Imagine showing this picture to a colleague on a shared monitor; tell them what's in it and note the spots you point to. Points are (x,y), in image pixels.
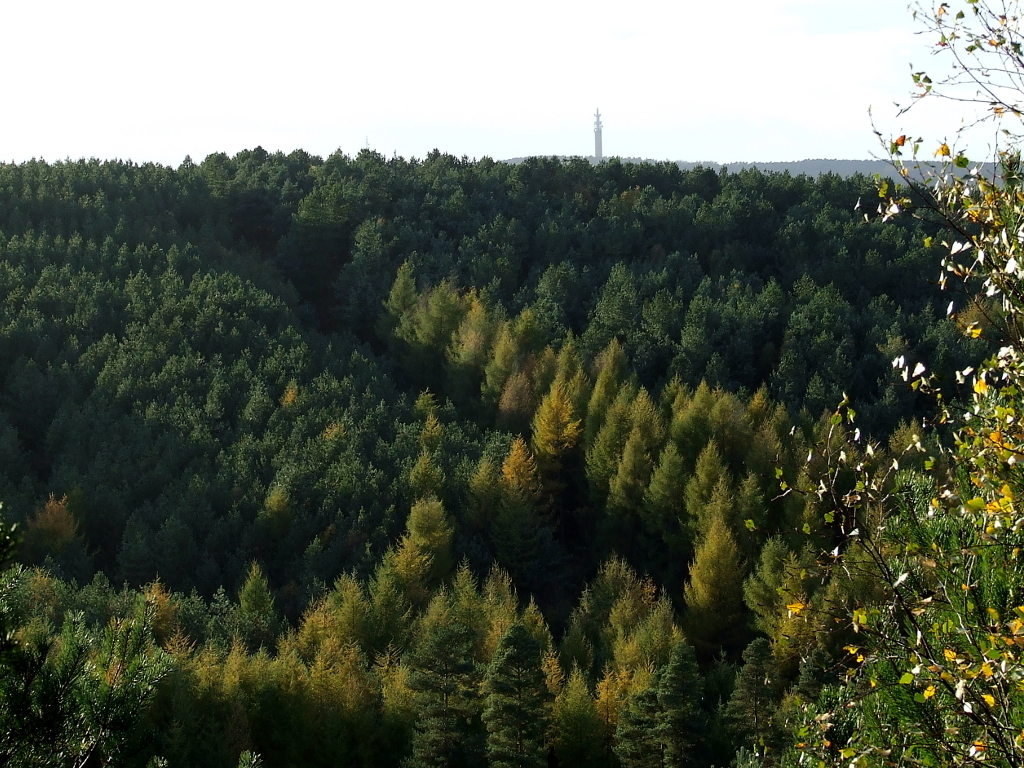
In this image I can see few trees (285,369) which are green and yellow in color and in the background (599,110) I can see a huge tower (597,130) and the sky (557,100).
